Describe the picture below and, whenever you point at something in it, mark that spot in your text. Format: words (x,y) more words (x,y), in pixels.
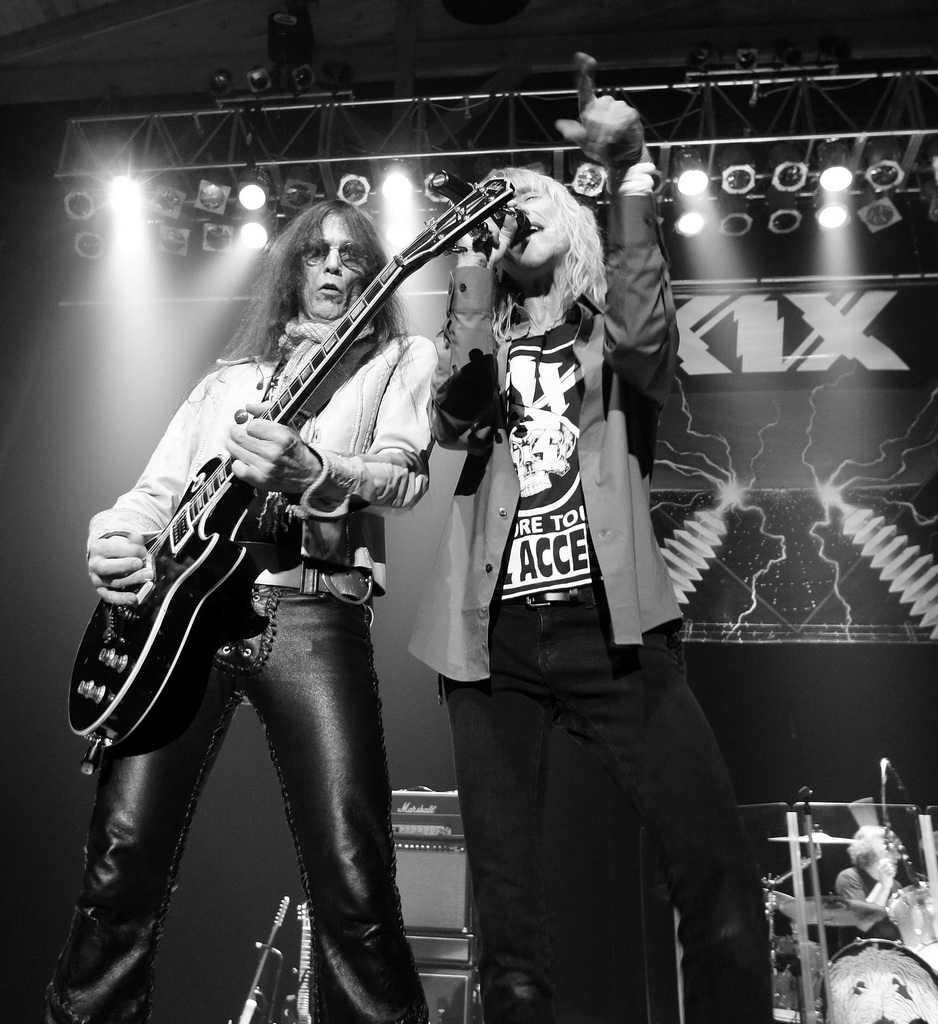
In this image I can see two people (450,290) where one is holding a guitar (437,229) and another one is holding a mic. In the background (876,896) I can see a person (856,855) is sitting next to a drum set (930,1001) and also I can see few lights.
